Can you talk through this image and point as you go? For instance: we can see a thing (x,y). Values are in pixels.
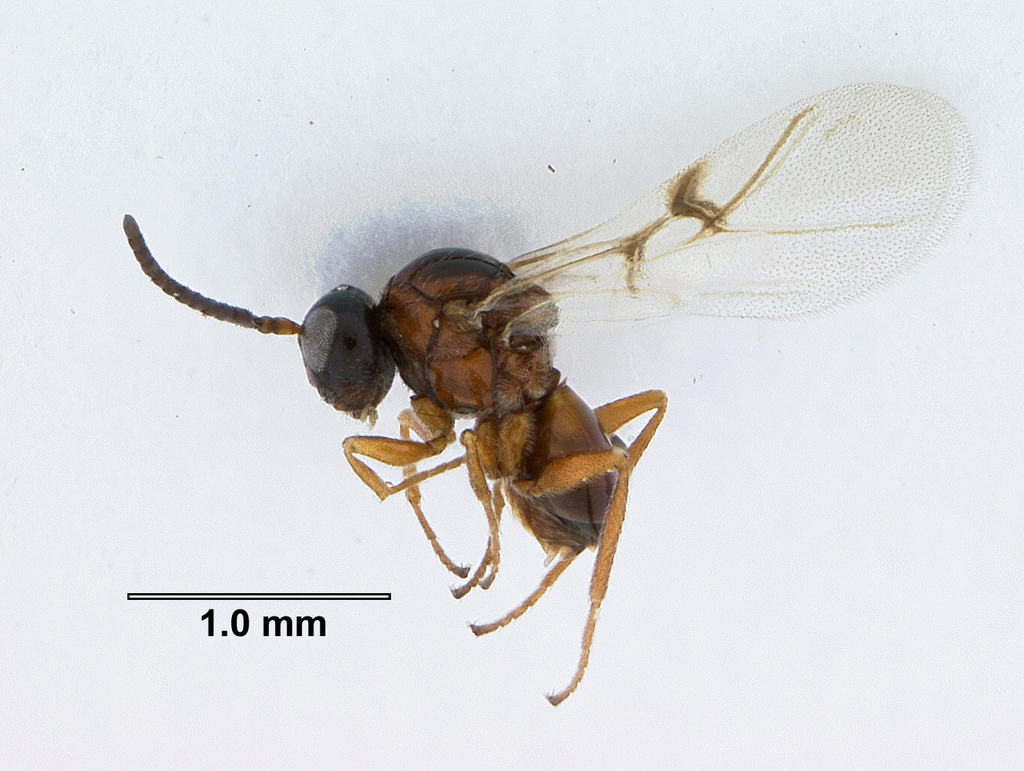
In the center of the image (461,342), we can see a wasp (363,342) on the white surface (669,421) and there is some text (310,633).
